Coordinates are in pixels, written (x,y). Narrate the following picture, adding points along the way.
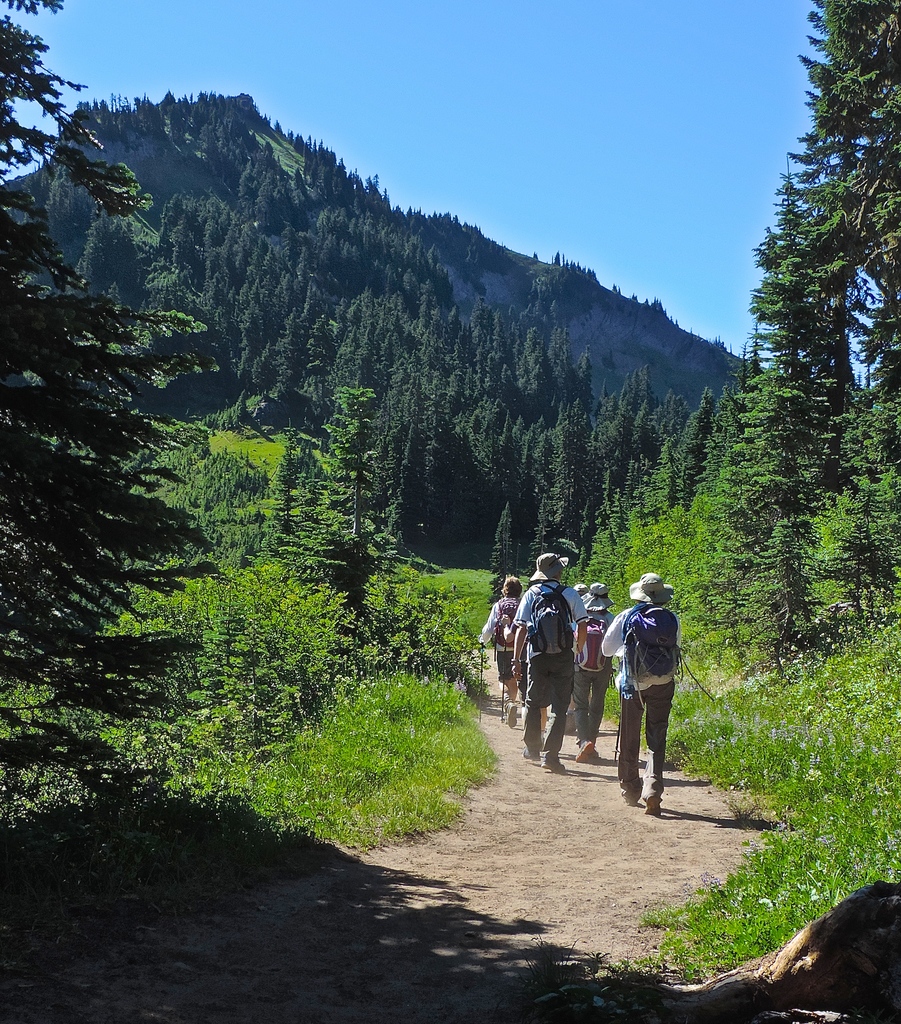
In this picture, we see the people (643,701) who are wearing the backpack (587,628) and the hats (640,598) are walking. At the bottom (524,816), we see the sand (535,944). On either side of the picture, we see the grass (775,893), shrubs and the trees (224,648). There are trees (339,371) and hills (500,268) in the background (622,445). At the top (494,205), we see the sky (494,205) and it is a sunny day.
